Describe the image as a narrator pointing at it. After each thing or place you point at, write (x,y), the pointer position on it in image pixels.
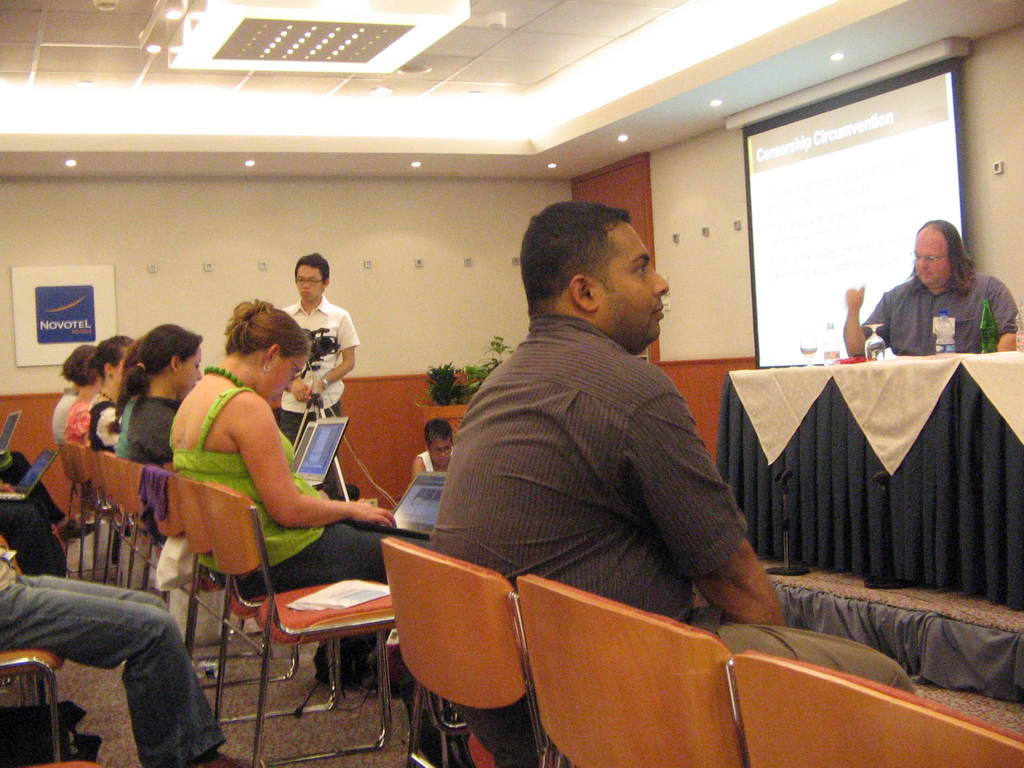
This picture describes about group of people (473,469) few are seated on the chair (391,599), and one person (313,286) is standing, people (297,370) are working with laptops (27,493) in front of them we can see a man (965,289) is seated on the chair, in front of him we can find couple of glasses (873,345), bottles (946,337) on the table (860,395), and we can see a projector screen (824,226), they are all seated in the room (484,336). In the room (456,367) we can find a plant (462,390) and wall poster (71,303).
